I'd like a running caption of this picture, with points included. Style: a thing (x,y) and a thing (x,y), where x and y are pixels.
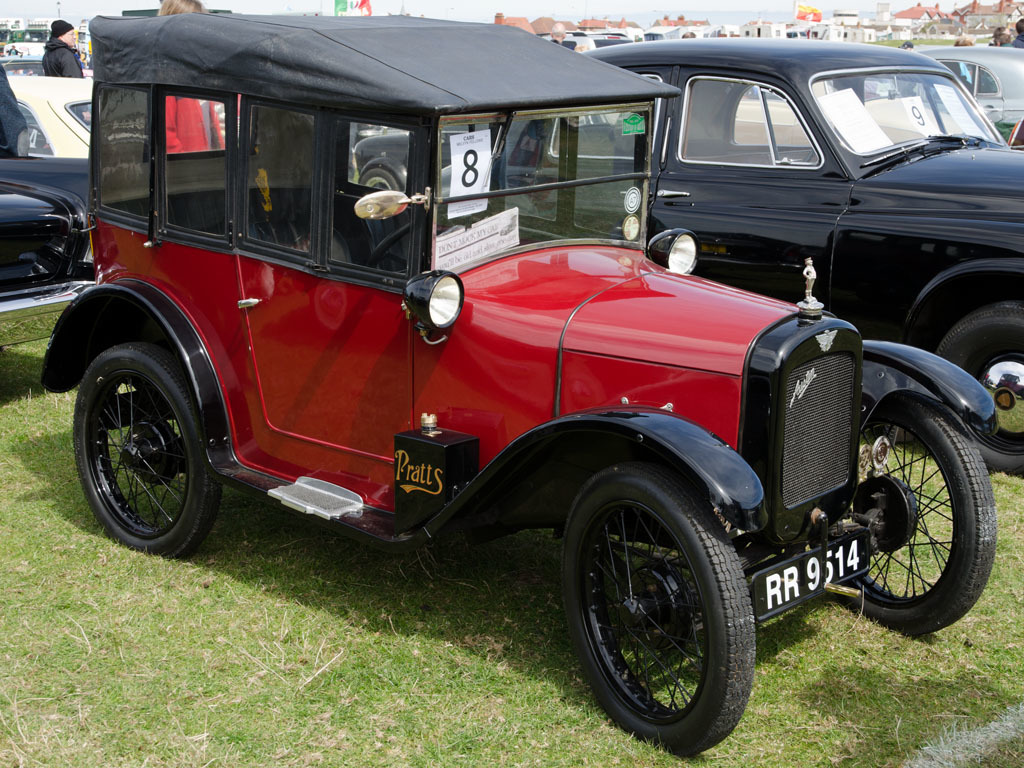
In this image there is a red color car (433,346) on the ground (528,678). Behind it there are few other cars (24,178) which are parked on the ground (33,549). There is a number badge (455,184) sticked on the windshield (517,175). In the background (906,14) there are buildings (974,3). There are few people (1004,33) standing in between the cars (778,171).
